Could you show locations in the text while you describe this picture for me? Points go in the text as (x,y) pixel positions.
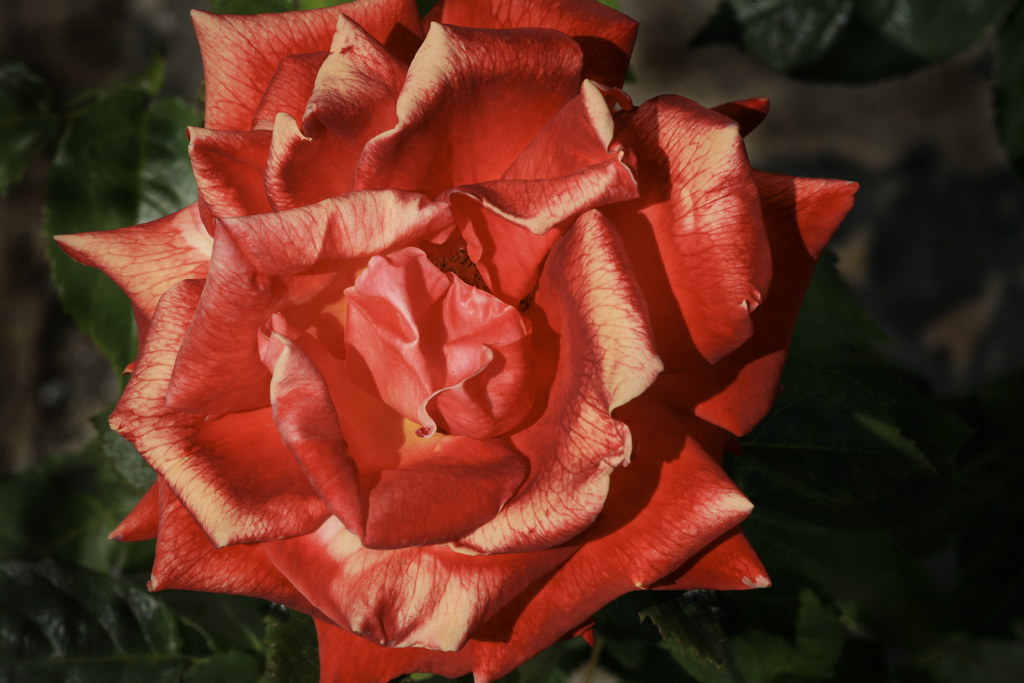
This picture seems to be clicked outside. In the center (411,410) there is a flower (540,198) and we can see the green leaves (958,39) and the plants (228,1).
